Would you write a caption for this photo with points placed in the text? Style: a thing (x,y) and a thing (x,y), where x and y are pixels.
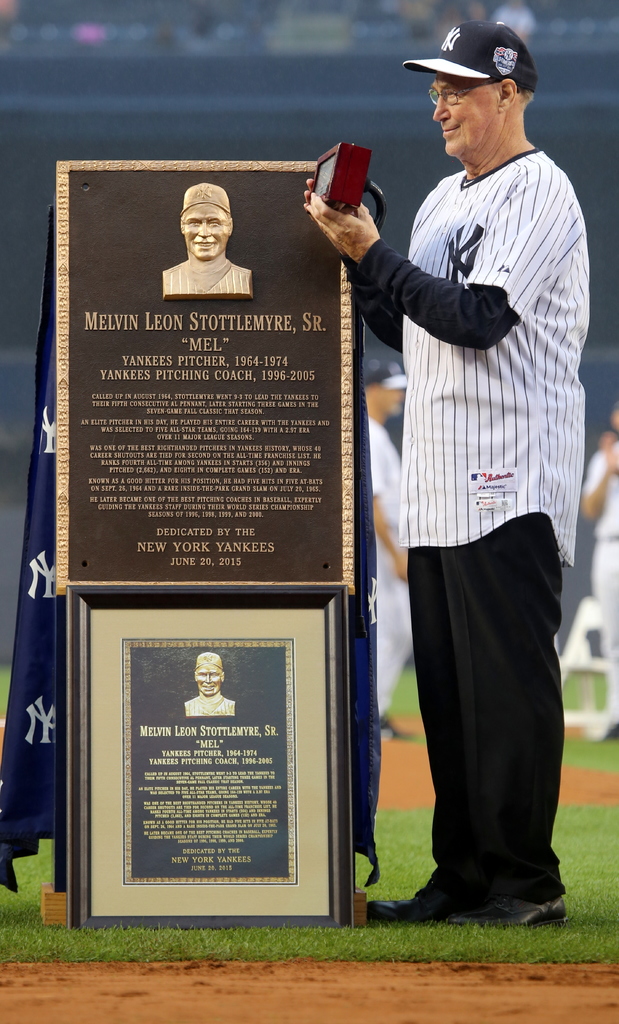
In this image on the right (519,641) there is a man (513,409), he wears a t shirt (514,202), trouser (496,809), shoes (496,920) and cap (467,60), he is holding a box (336,176). In the middle (252,573) there is a photo frame (214,763), cloth (44,494) and stone (258,437) on that there is text (221,371). In the background (566,851) there are some people (590,503), grassland (569,809).
